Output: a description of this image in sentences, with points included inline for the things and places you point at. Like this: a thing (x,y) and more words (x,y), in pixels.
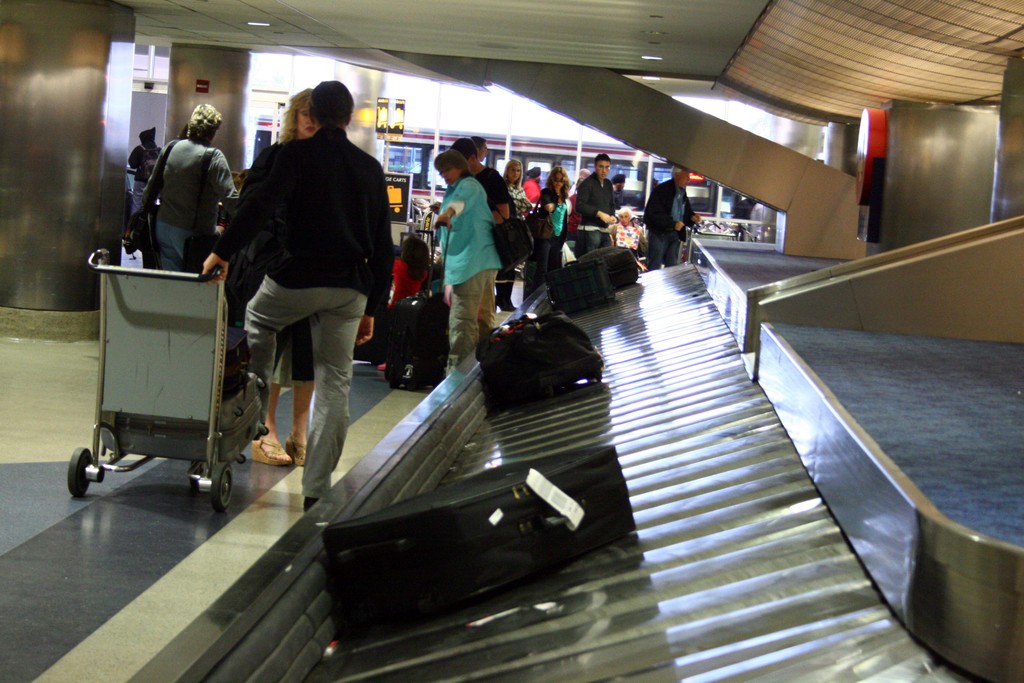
This picture shows there is a belt (587,557) on which some bags (540,547) were placed. Some people (345,413) are waiting to collect their bags (416,551), who are standing here. In the background (114,168) there is a pillar (233,99) and a wall (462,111) here.
